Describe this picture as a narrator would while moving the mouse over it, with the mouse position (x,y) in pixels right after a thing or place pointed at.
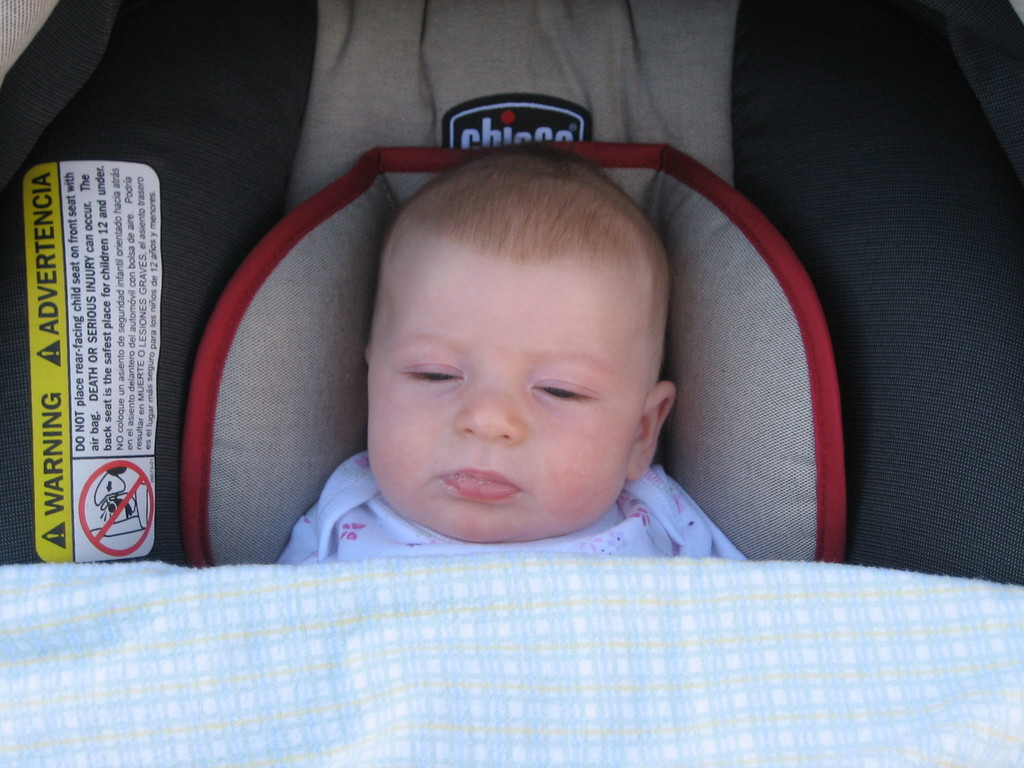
In the image there is a baby (457,502) laying in baby cradle (899,311), on the left side (63,316) there is a caution sticker (129,368) on it.
